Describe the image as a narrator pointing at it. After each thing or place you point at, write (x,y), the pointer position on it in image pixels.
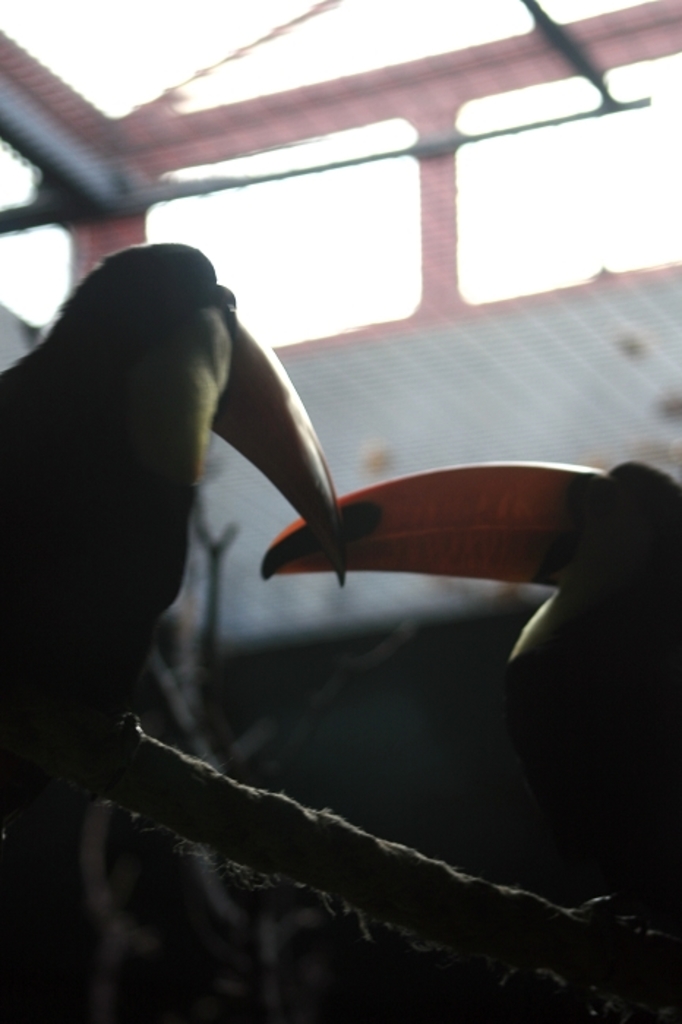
The picture consists of birds (599,511) sitting on stems (292,799). The background (354,807) is blurred. In the background (482,204) there are windows (542,230).
